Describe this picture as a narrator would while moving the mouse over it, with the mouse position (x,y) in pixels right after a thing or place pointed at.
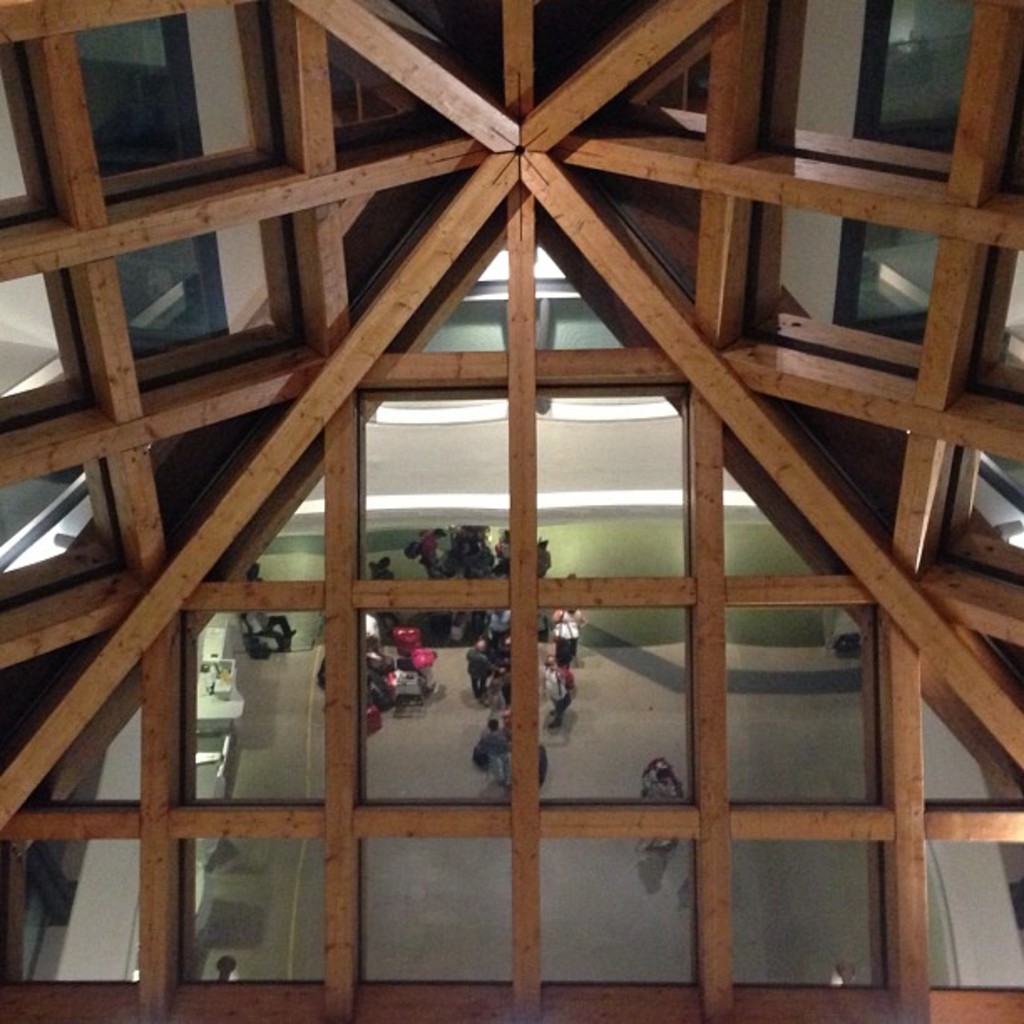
In this image I can see the ceiling (272,472) of the building (395,178) and on the ceiling (453,485) I can see the reflection (450,471) of few persons (426,551), the wall (452,515), the floor (426,878) and few other objects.
